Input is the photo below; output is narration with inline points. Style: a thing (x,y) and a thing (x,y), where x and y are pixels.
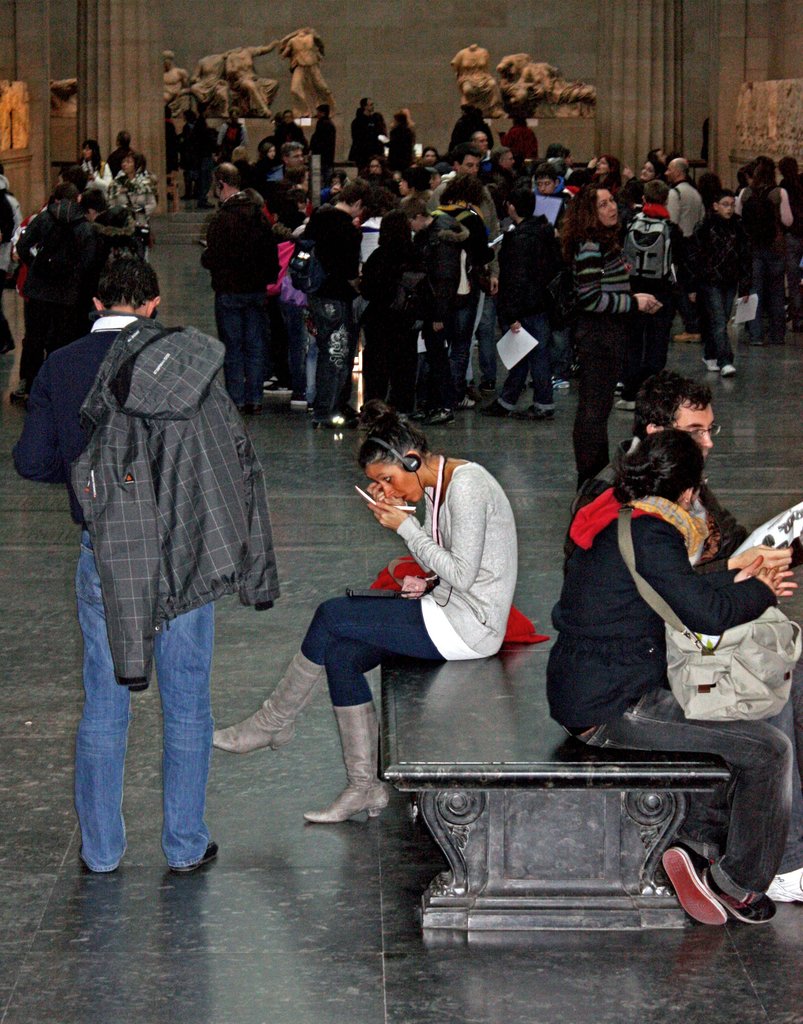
In this image, there are a few people (487,353). Among them, some people (611,486) are sitting on an object (504,715). We can see the ground (274,538). There are a few statues (314,87) and pillars (120,31). We can also see the wall (333,35).
